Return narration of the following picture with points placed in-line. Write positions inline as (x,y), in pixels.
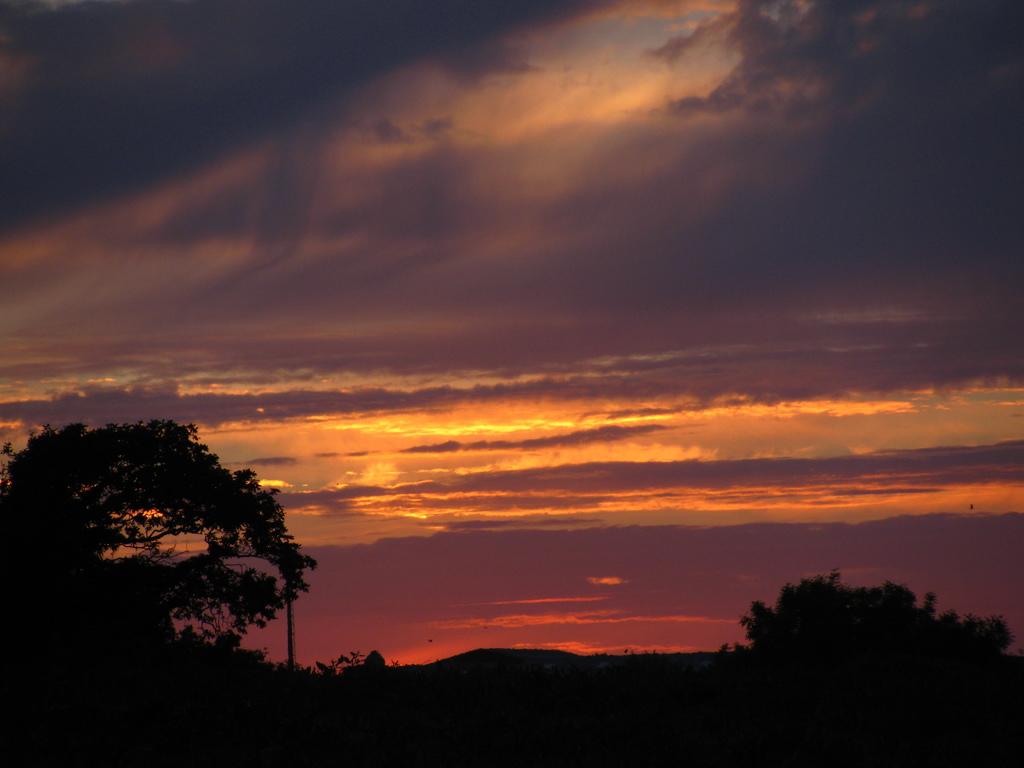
In this picture I can see trees (763,620), and in the background (706,286) there is sky (339,319).
